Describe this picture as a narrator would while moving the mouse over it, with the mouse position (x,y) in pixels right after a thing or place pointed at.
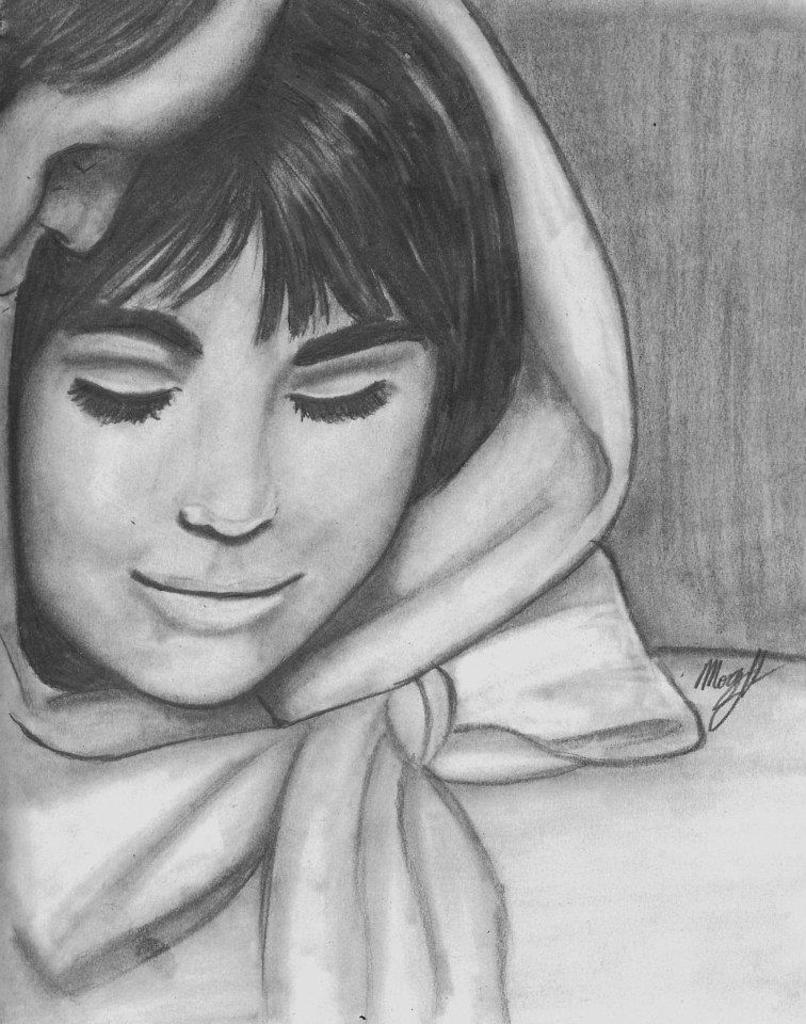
In this image there is a painting (418,266) of a man (112,103) and a woman (387,489).
